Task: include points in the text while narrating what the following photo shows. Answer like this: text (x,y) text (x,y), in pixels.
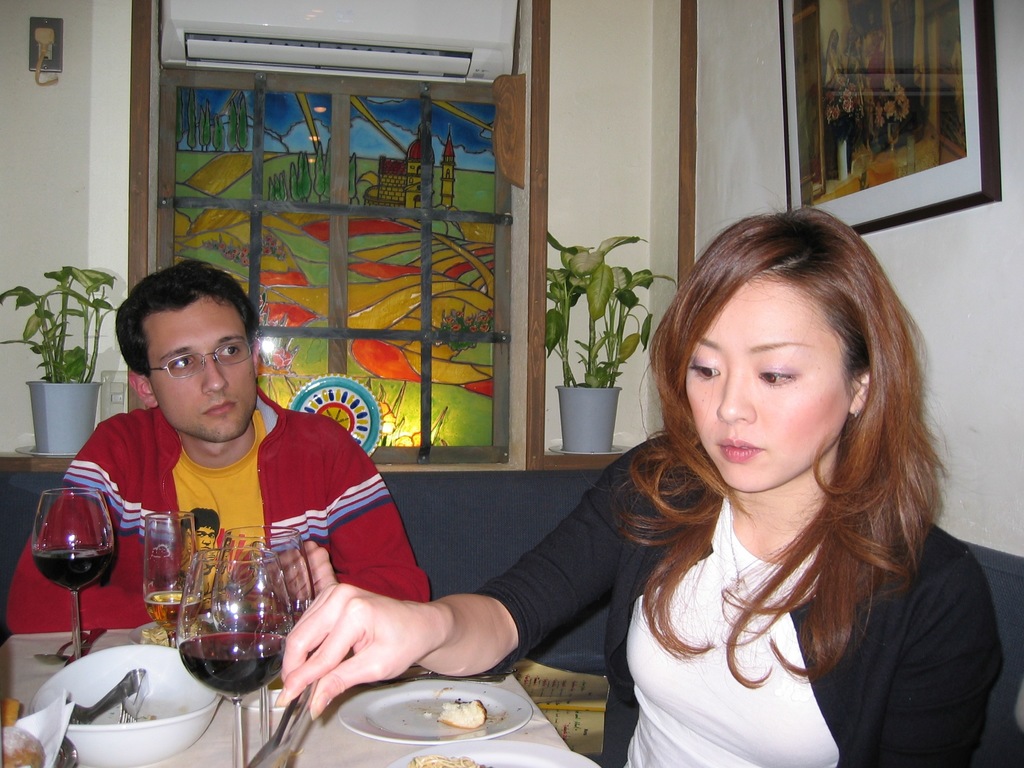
In this image I see a man (421,590) and a woman (950,732) who are sitting and I see that this woman (414,619) is holding a thing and there are lot of glasses (310,568), bowl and plates (428,689) on the table (28,652). In the background (100,10) I see the wall (109,174), 2 plants (43,455), an AC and a photo frame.
